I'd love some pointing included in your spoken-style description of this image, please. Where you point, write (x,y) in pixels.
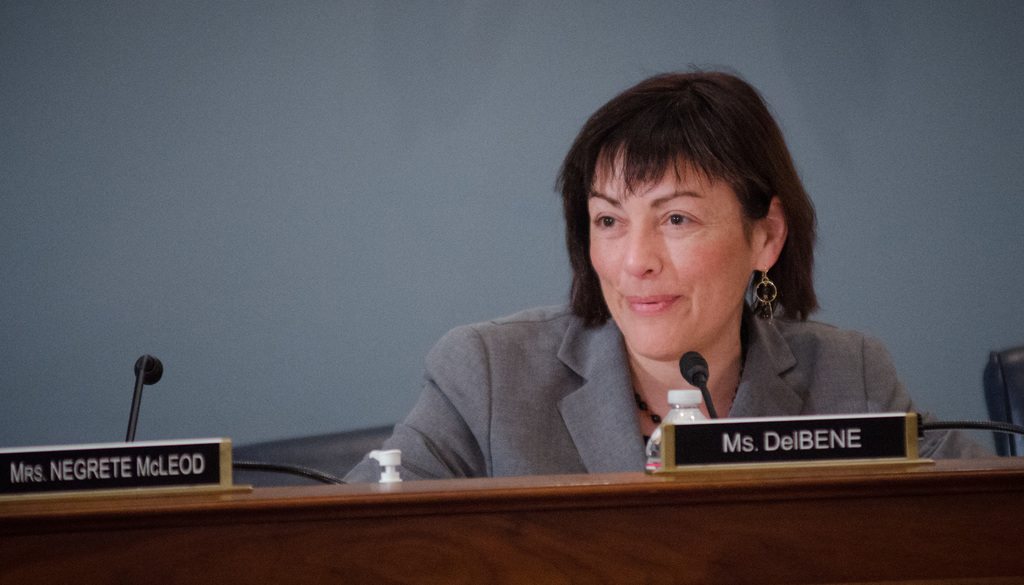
This is the woman (585,423) sitting and smiling. She wore a suit (517,402). This looks like a table (604,519). I can see name boards (692,469), mike's (697,383), bottle (675,410) on the table (507,490). The background (282,86) looks grey in color.
